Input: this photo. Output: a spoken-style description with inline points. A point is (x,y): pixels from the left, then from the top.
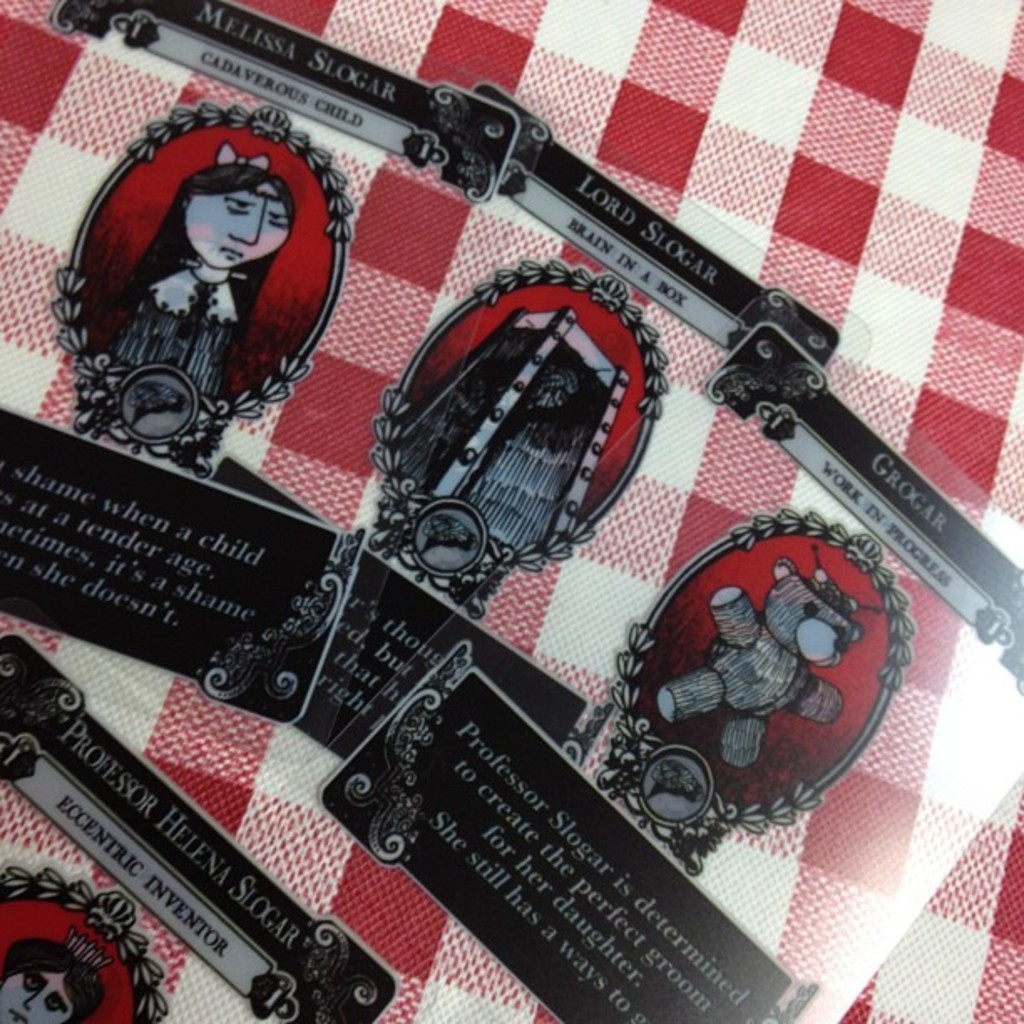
In the picture we can see some cards (315,655) on which there are some different pictures (81,281) and are placed on the surface (786,156) of a cloth (783,142).
